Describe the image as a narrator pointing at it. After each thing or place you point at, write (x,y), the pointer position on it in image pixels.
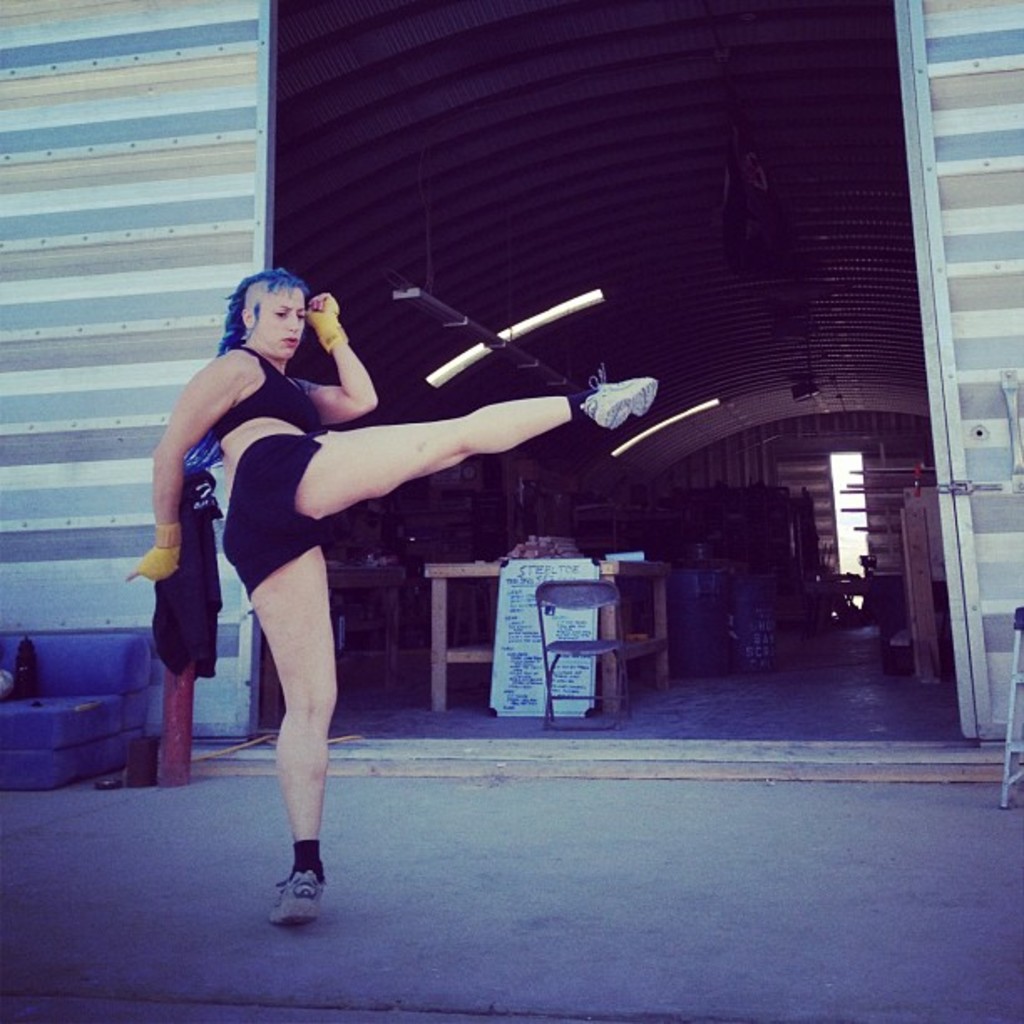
In the given image i can see the front view of the shed (589,452) that includes person (593,405), chair (564,593), wooden objects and lights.
